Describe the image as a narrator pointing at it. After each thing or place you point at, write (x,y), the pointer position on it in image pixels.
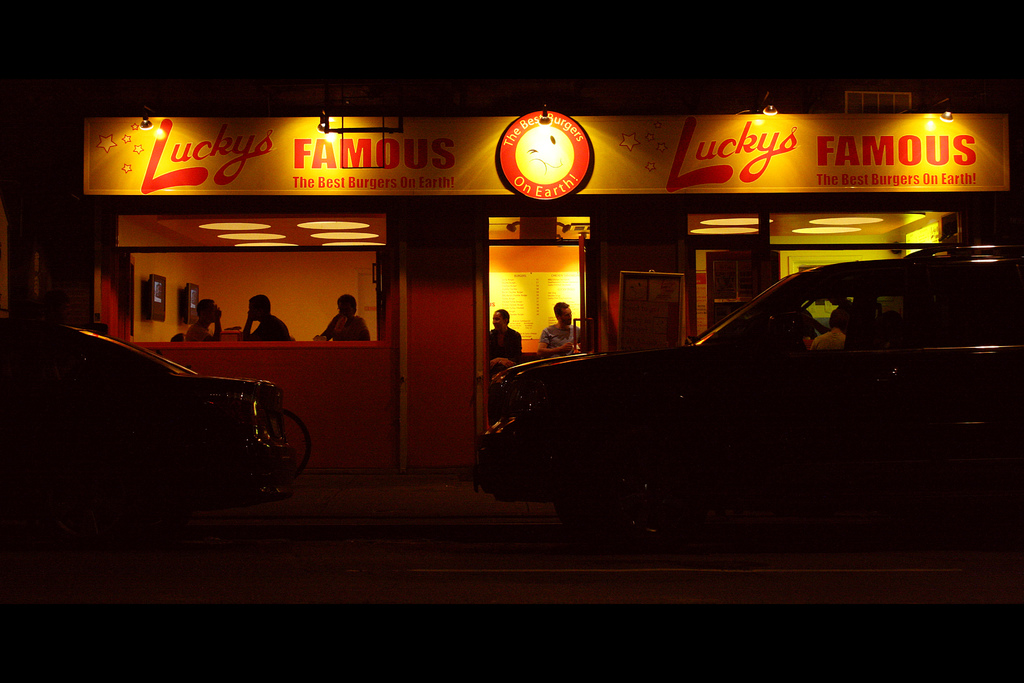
It seems to be the image is outside of the city. In image on right side (898,410) we can see a car (658,375) and left side (41,434) also we can see another car (233,453), in middle (573,257) there is a restaurant (503,267) which it is labelled as 'FAMOUS'. In background (559,341) we can also see two people (543,339) are sitting and remaining are sitting on left side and a wall (222,294).
